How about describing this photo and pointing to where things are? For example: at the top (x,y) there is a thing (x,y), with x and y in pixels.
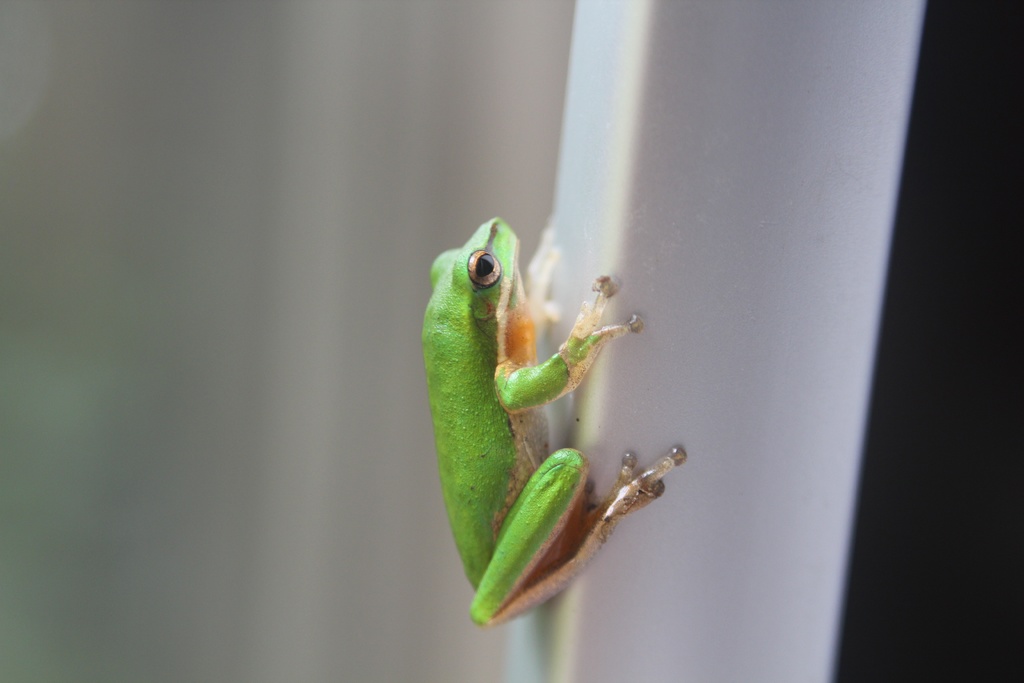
In this image I can see the frog (451,441) which is in green, cream and brown color. It is on the white color object (580,280). And there is a white and black background (907,310).
